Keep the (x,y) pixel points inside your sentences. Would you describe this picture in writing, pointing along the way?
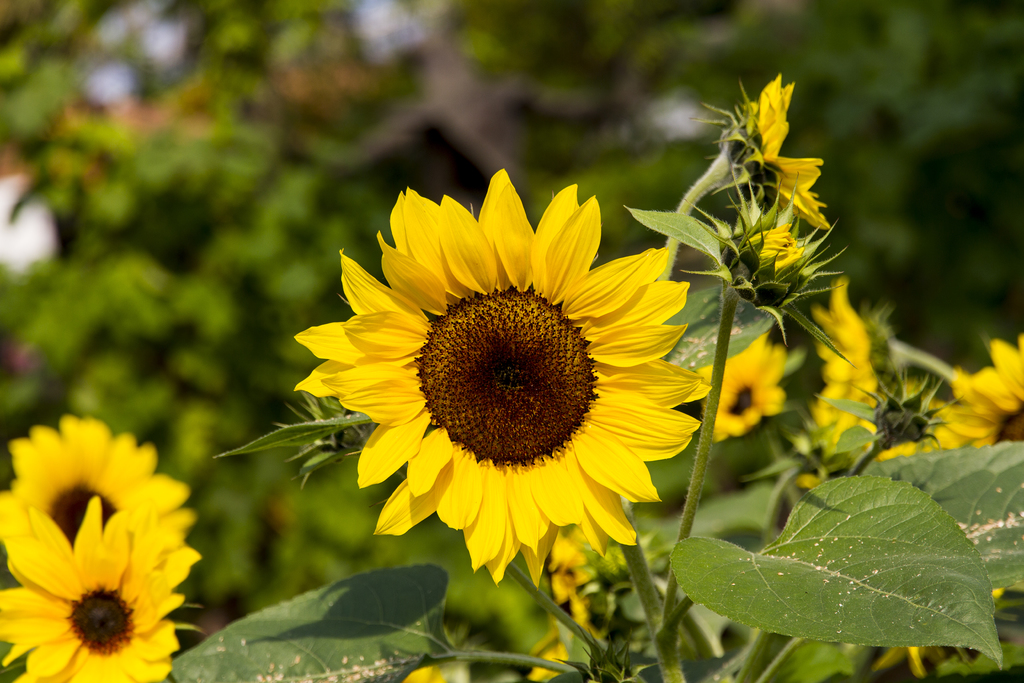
There are plants (779,534) having yellow color sunflowers (389,515) and green color leaves (877,520). And the background (126,287) is blurred.
